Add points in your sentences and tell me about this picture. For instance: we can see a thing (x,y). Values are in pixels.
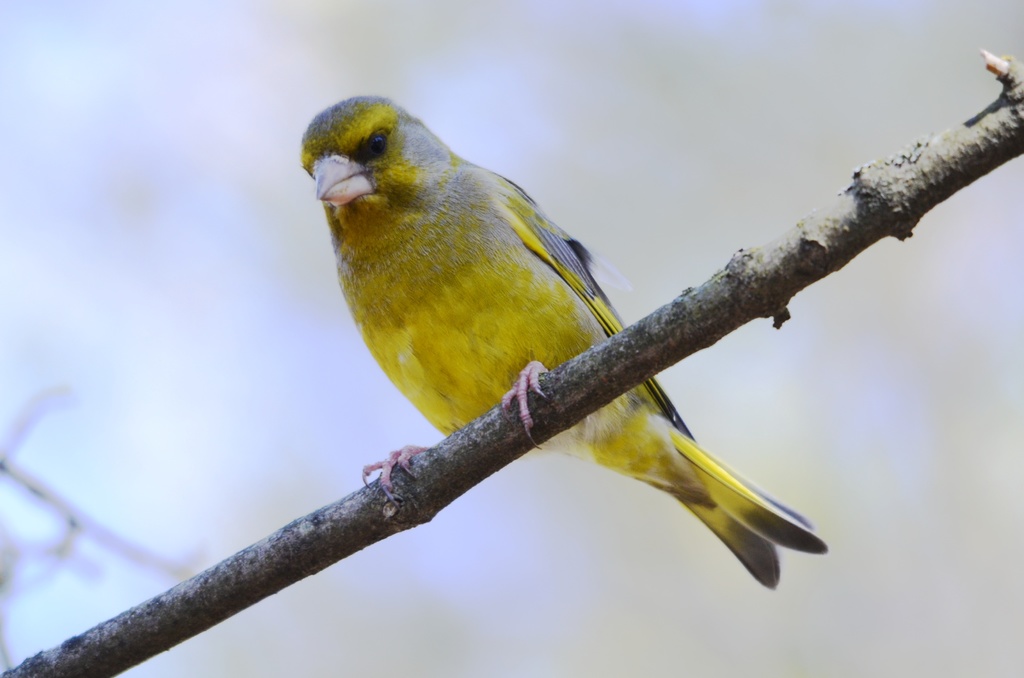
In this image I can see wooden stick (158,622) and on it I can see a yellow colour bird (448,373). I can see this image is little bit blurry from background (572,571).
